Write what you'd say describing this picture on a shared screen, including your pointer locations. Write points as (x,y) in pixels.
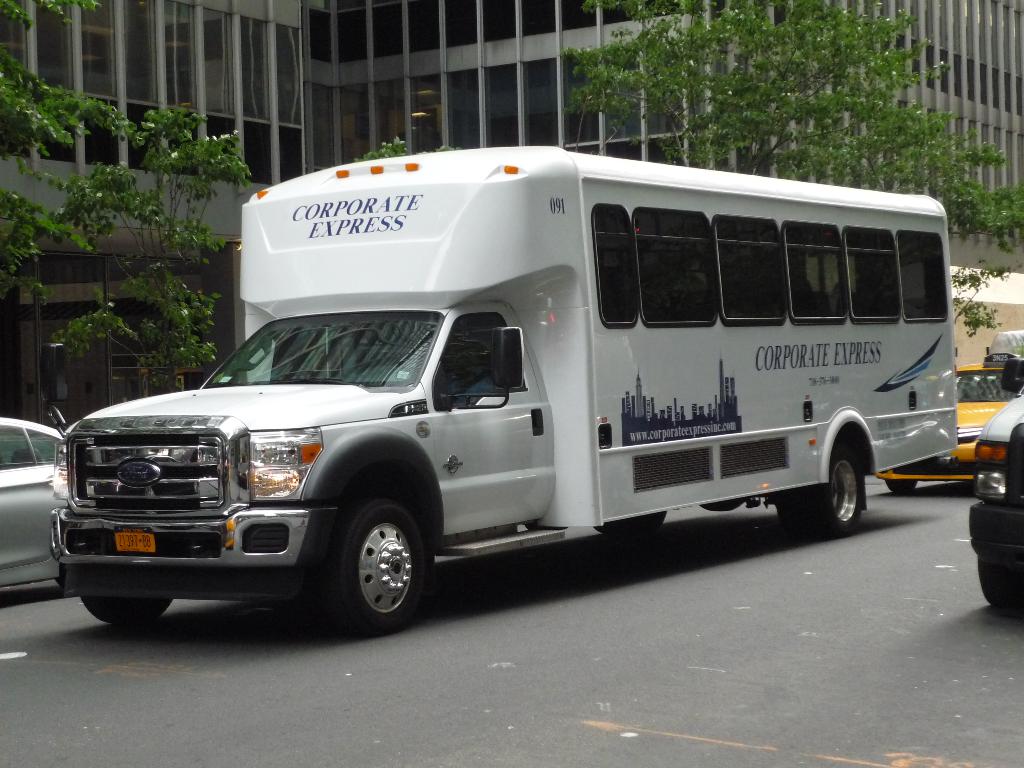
In this picture we can see vehicles (111,525) on the road (467,586) and in the background (296,161) we can see trees (199,196), building (335,110) and some objects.
